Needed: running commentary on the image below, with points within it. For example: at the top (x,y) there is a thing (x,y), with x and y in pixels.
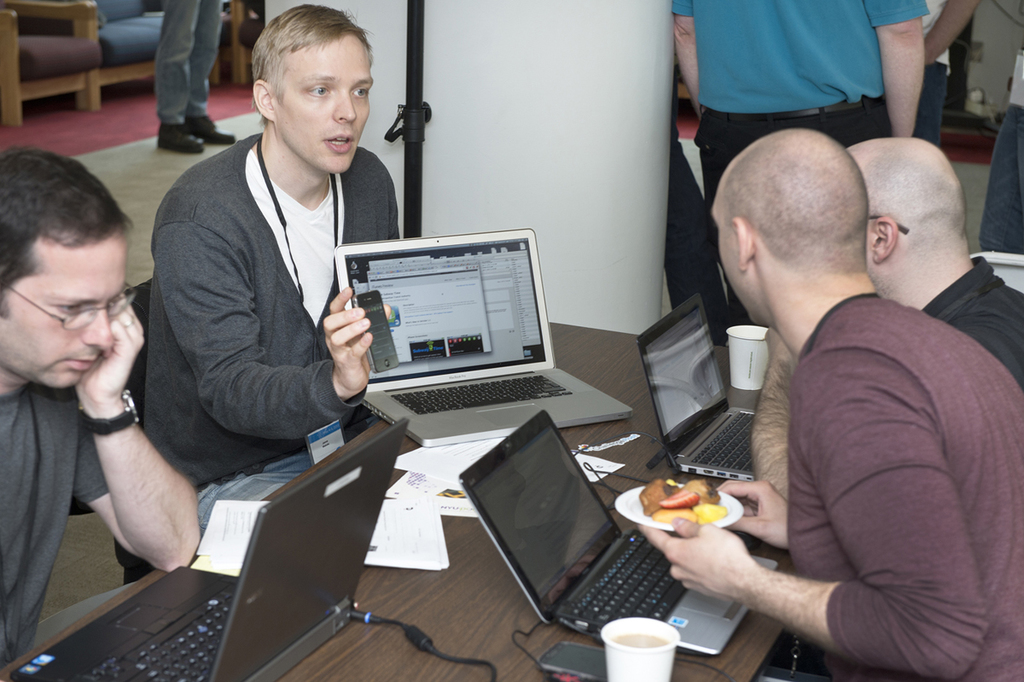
In this image we can see persons (270,235) sitting at the table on the chairs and laptops (312,493) are placed in front of them. The persons (349,200) are holding plate (677,501) with food (673,514) in it and a mobile phone (367,308). In the background (190,88) we can see carpet (116,130), floor (137,176), persons (193,86) standing on the floor (153,153) and chairs (50,41).
